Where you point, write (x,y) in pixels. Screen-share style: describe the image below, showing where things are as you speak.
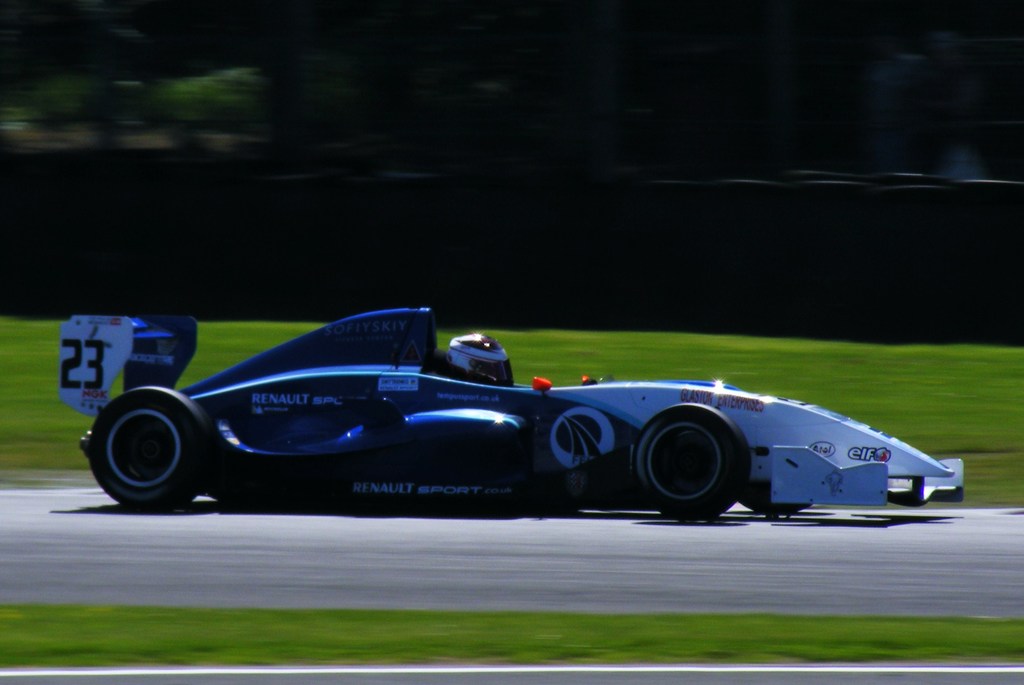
In this picture we can see car (369,482) on the road (404,518) and we can see grass (887,390) and helmet (488,371). In the background of the image (517,180) it is blurry.
